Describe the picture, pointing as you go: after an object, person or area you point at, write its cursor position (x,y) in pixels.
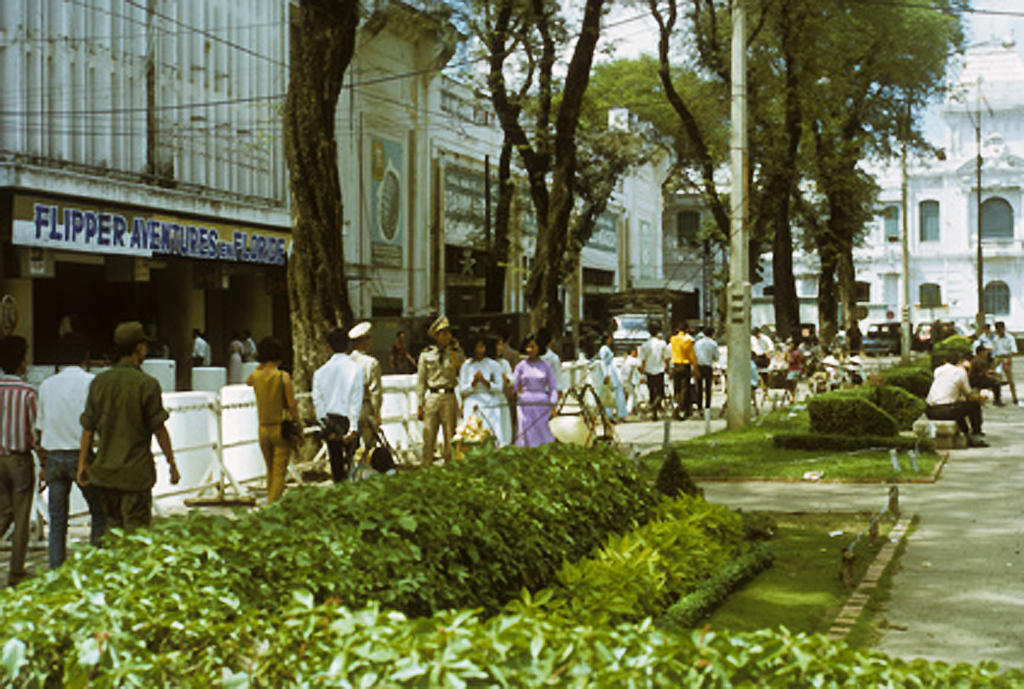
In this image, there is an outside view. There are some plants (582,496) at the bottom of the image (576,497). There are some persons (267,401) in the middle of the image (504,440) standing and wearing clothes (272,413). There are some trees (703,51) at the top of the image (559,27). In the background (469,160), there are some buildings (597,232).
